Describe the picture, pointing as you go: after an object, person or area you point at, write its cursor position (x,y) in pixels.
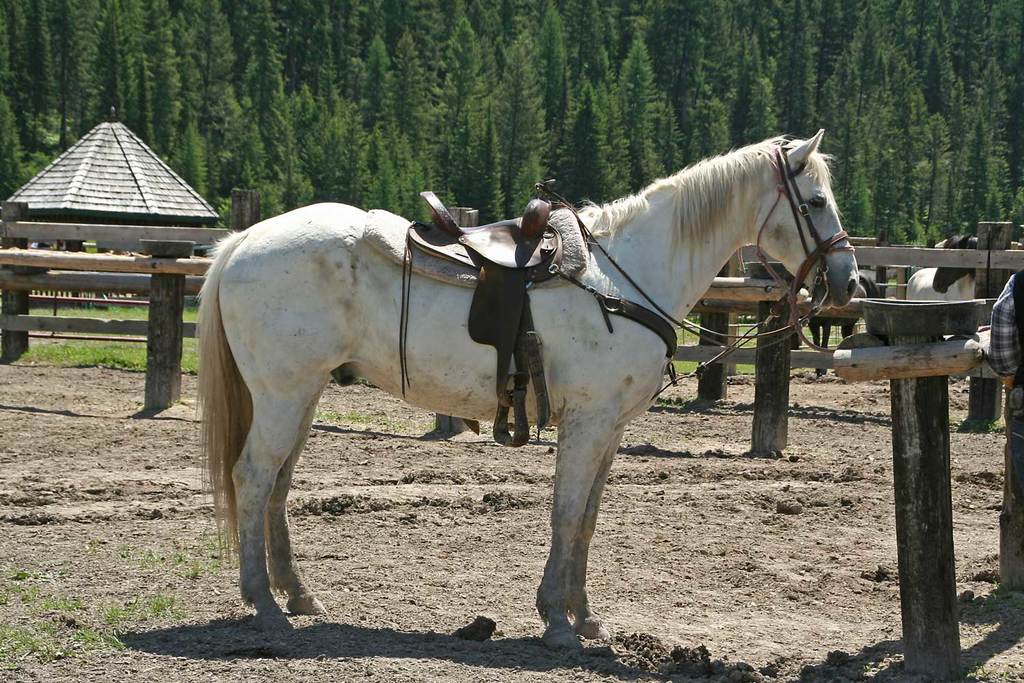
In this picture we can see a horse (336,356) and to the horse (410,348) there is a stirrup (517,416), noseband (851,248), fender hobbles (526,371) and other things (501,241). Behind the horse (364,298) there is a wooden fence (174,281) and trees (453,97).
